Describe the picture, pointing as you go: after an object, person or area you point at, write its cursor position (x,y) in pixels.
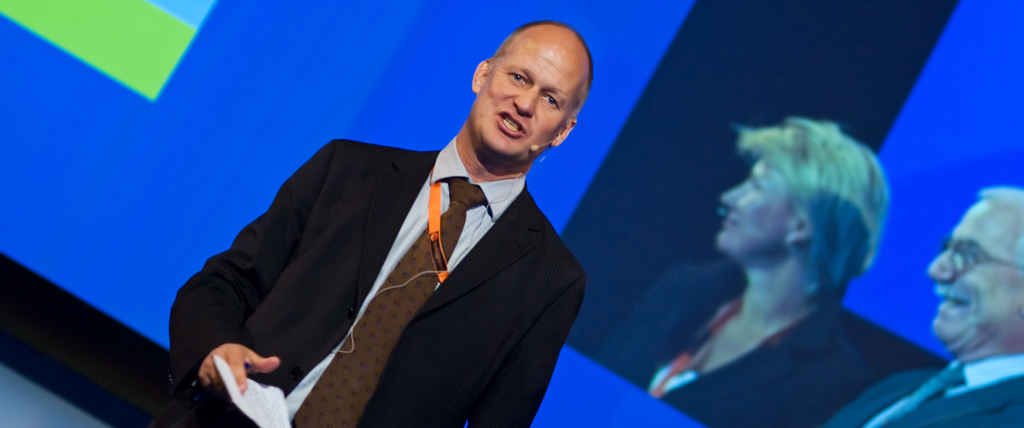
This picture is clicked inside. On the right (776,210) we can see the two persons (775,223). In the center (453,244) there is a man (422,247) wearing suit (395,199), holding a paper (261,394), standing on the ground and seems to be talking. In the background (364,73) there is a blue color object (368,70) seems to be the screen (660,57).
